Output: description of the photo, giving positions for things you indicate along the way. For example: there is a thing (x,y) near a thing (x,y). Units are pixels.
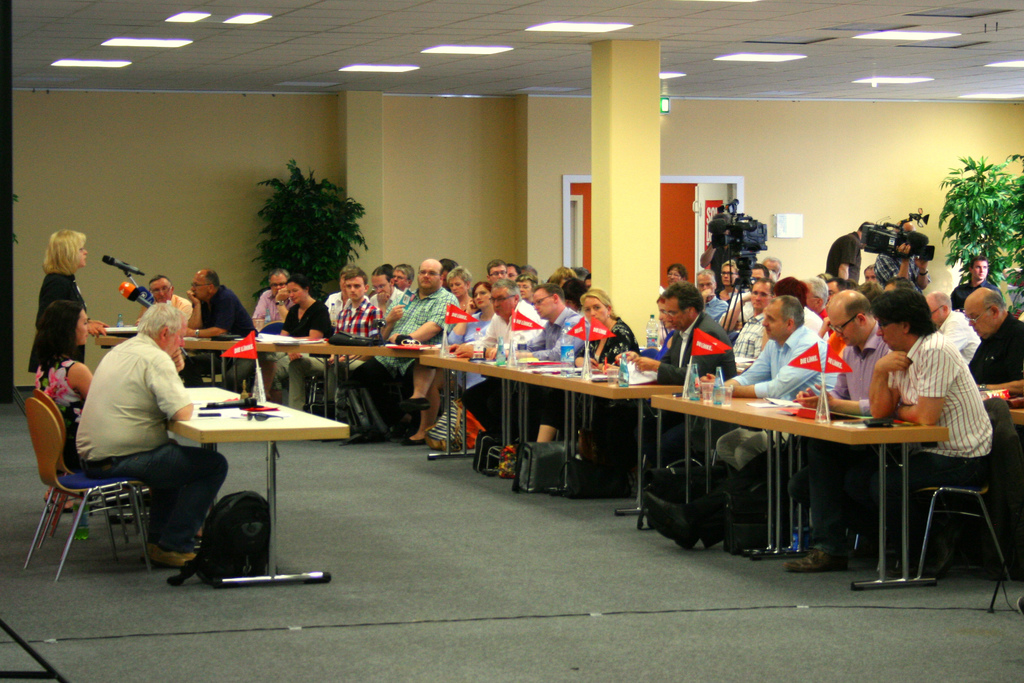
In this picture we can see group of people (405,310) sitting and in front of them there is man (106,376) and woman (60,328) sitting on chairs (52,411) and one woman (78,248) is standing at podium (108,334) and talking on the mic (141,274) and back of them there are two camera man (881,271) holding camera (726,223) in their hands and we have pillar (594,139), wall (393,155), tree (351,225), bag (248,542) and on table (581,388) we can see items (253,340) such as flags (248,352), bottle (566,340), papers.
